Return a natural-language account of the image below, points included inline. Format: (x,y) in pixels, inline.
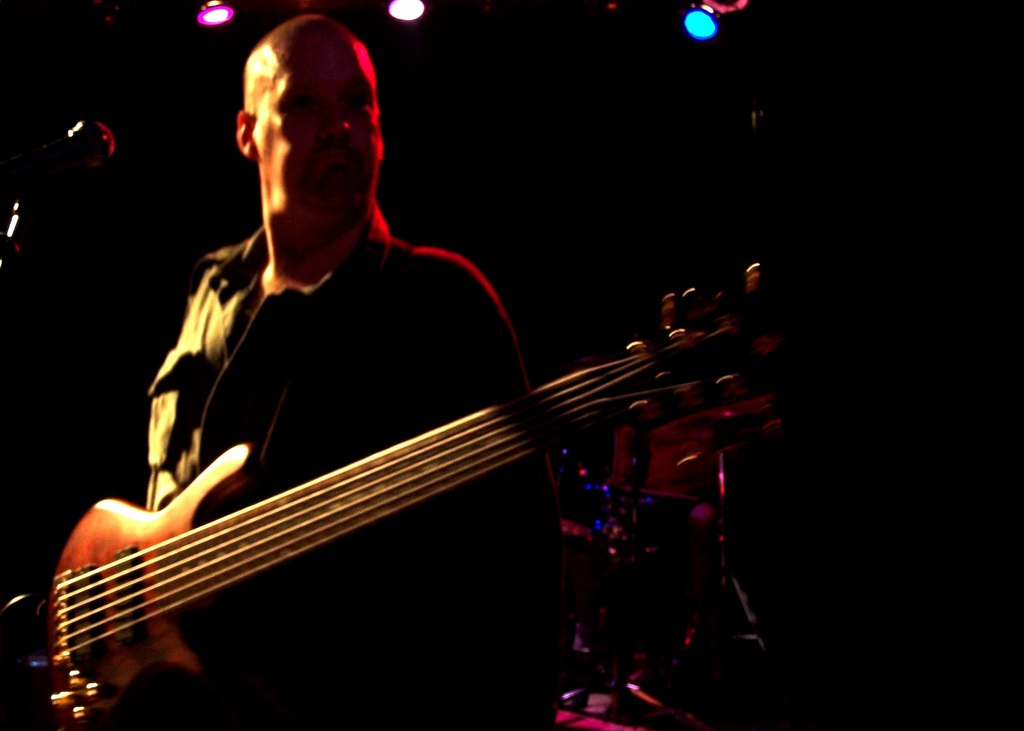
This picture seems to be of inside. In the foreground (371,352) we can see a man (314,211) standing wearing guitar (197,535). In the background (695,31) we can see the focusing lights (404,13) and there is a microphone (70,146) seems to be attached to the stand (15,203).
